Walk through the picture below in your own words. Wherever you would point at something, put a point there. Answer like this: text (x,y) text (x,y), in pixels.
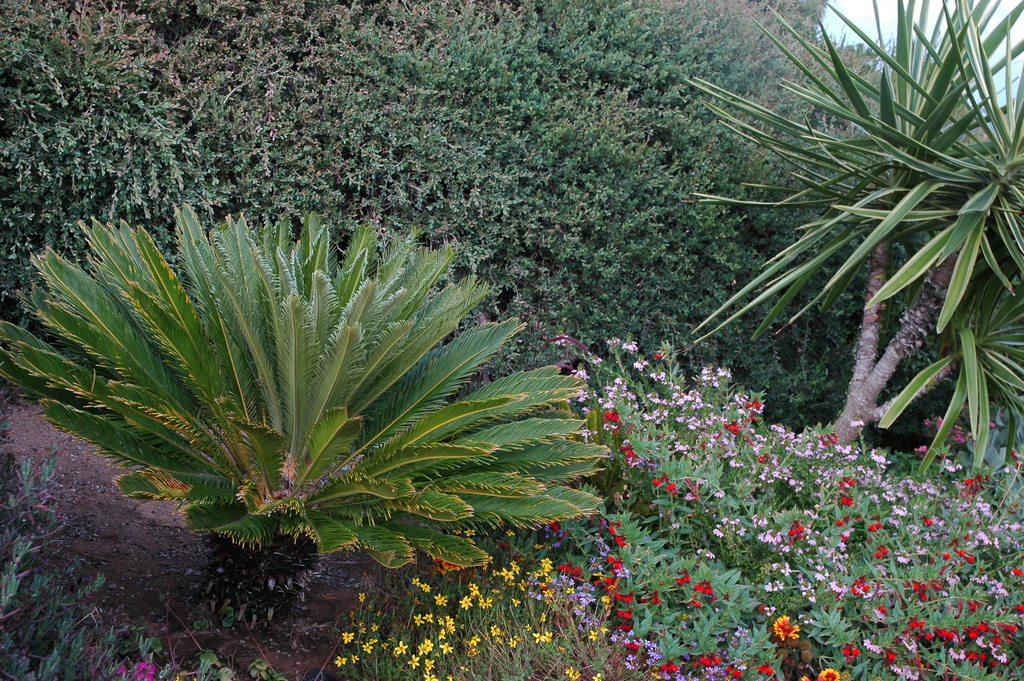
In this picture there are flower plants (577,528) at the bottom side of the image (550,528) and there is greenery (421,137) around the area of the image.
